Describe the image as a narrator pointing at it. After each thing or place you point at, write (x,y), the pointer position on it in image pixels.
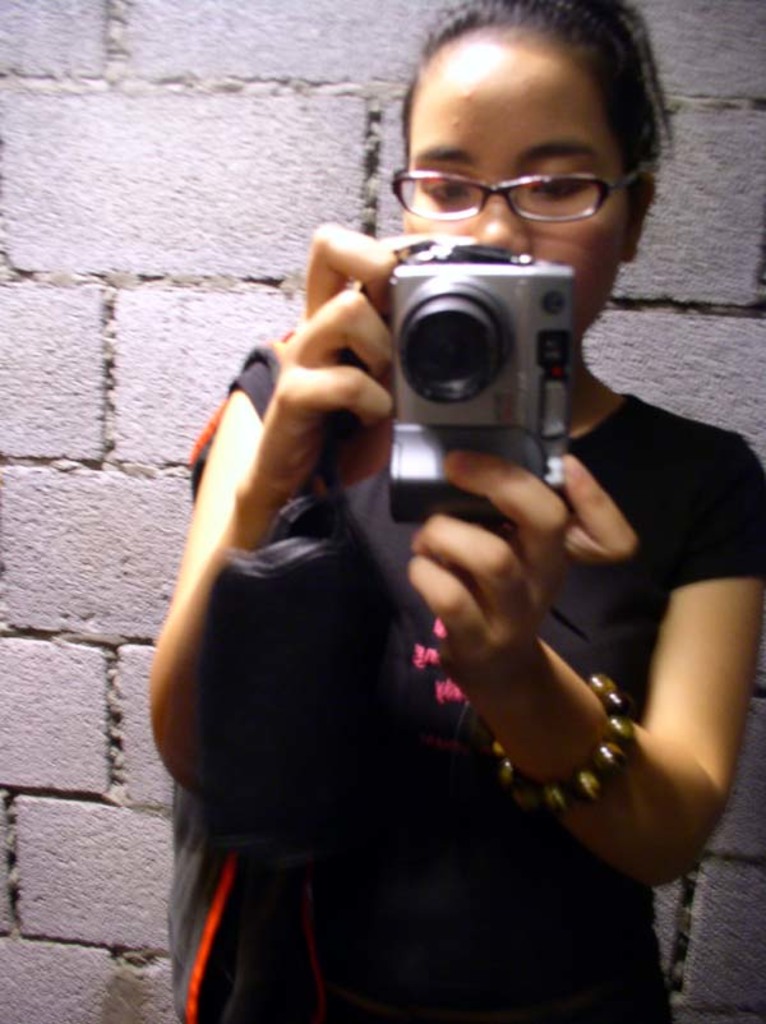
In the picture shown, a woman (403,638) is standing she is wearing black color shirt (617,461) she is holding a camera (513,440) in her hands (382,359) she is capturing something she is wearing spectacles (537,197) in the background (149,386) there is a cement brick wall (87,514).
